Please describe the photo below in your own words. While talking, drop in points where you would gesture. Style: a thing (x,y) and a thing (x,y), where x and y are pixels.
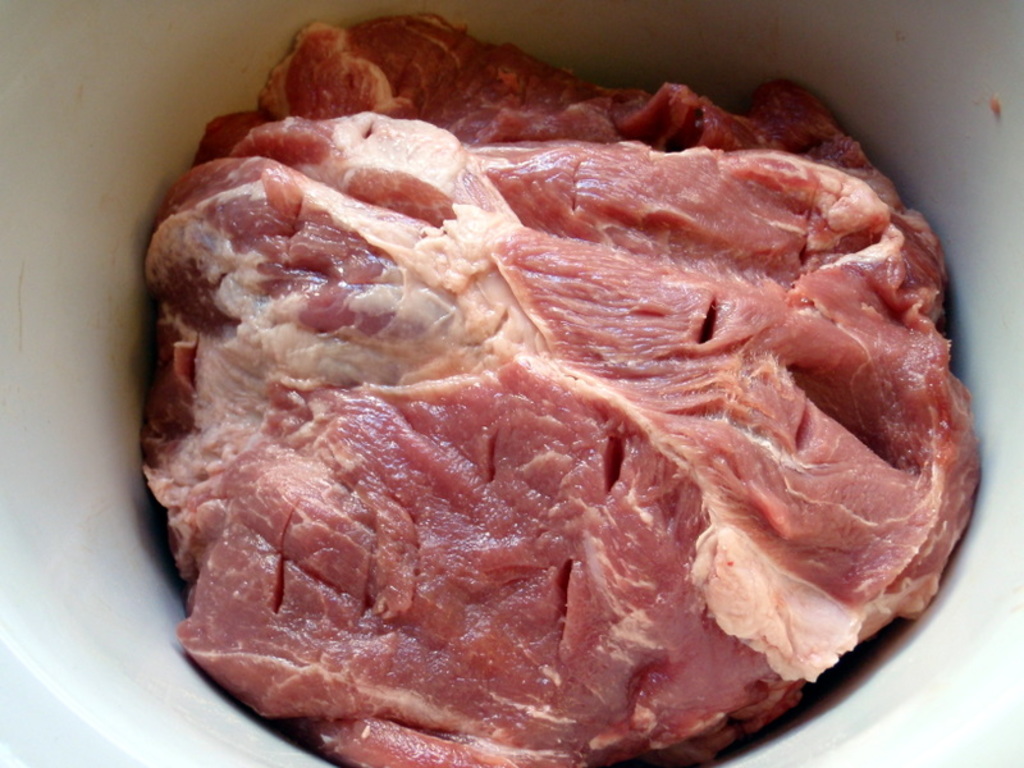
In the picture we can see a lump of meat (785,657) in the bowl (29,536).
